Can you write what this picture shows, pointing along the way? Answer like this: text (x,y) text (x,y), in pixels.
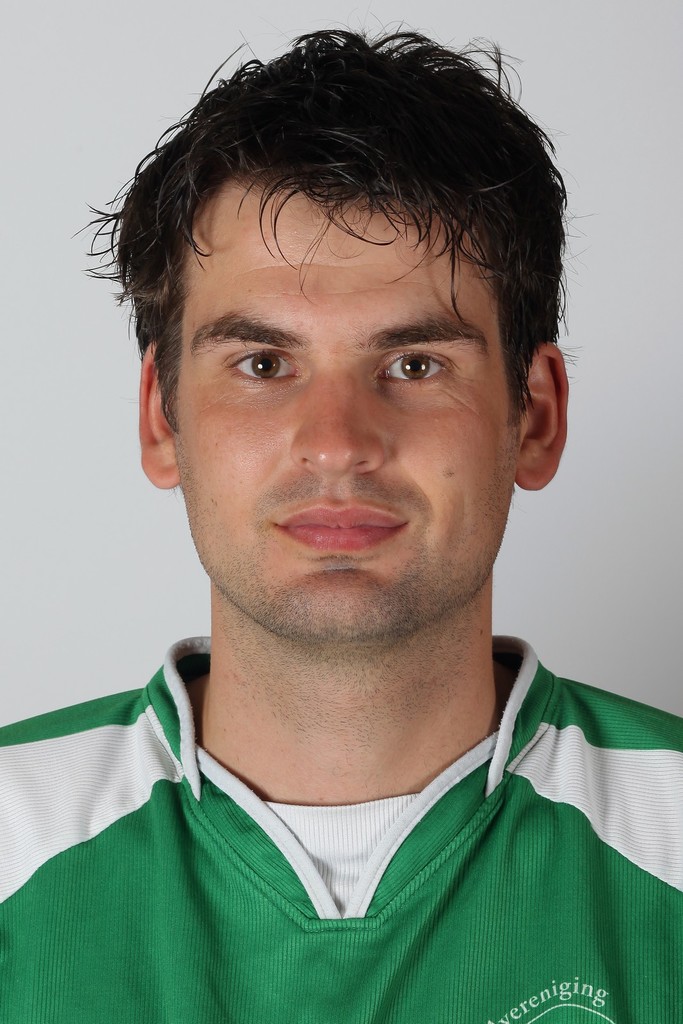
In this image we can see a man (294,541) and in the background (129,62) we can see the wall (170,18).
